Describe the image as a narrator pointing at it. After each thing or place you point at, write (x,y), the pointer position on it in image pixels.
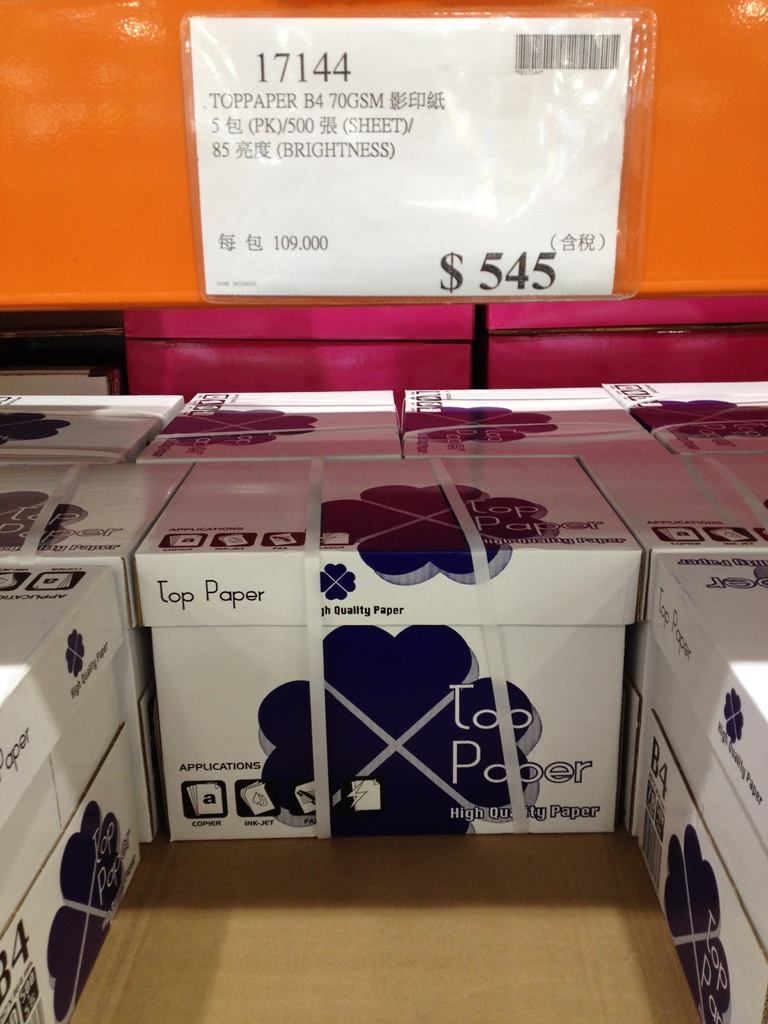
In this picture there are cardboard boxes (261,529) and there is a text (447,447) and there is a logo (415,645) on the boxes (444,494). At the top (311,178) there is a paper (309,91) on the board (175,217). On the paper (363,159) there is a price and there is a bar code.
